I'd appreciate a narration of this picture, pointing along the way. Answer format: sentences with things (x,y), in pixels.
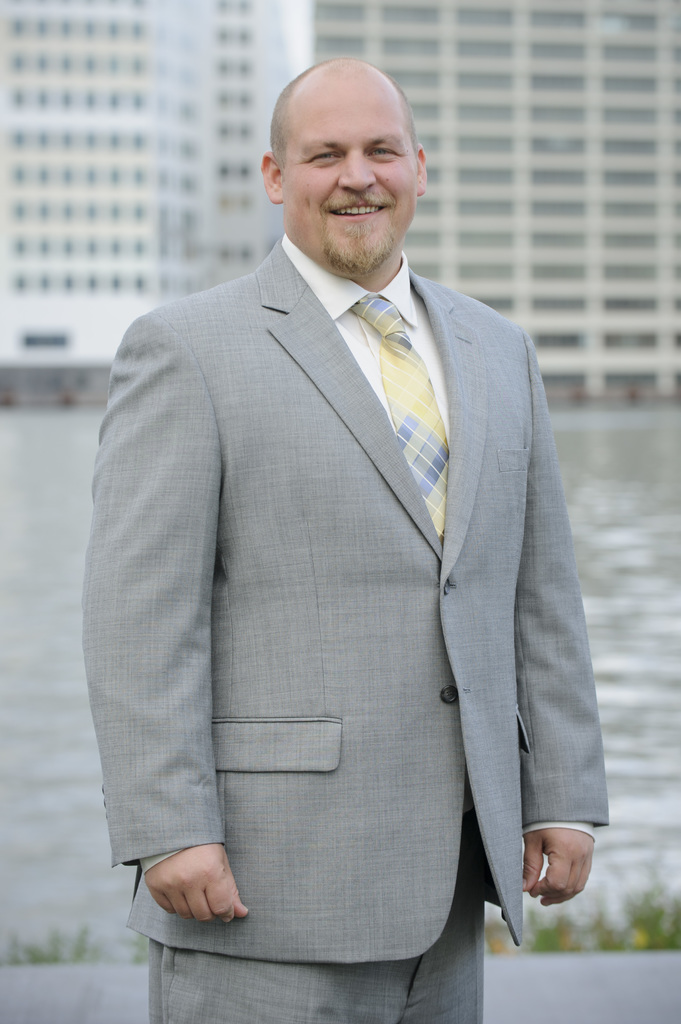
In this picture there is a man (502,370) with grey color suit (285,382) is standing and smiling. At the back (608,203) there are buildings (423,235) and there are plants (616,940) and there is water (680,438). At the bottom (537,978) it looks like a road (572,971).
